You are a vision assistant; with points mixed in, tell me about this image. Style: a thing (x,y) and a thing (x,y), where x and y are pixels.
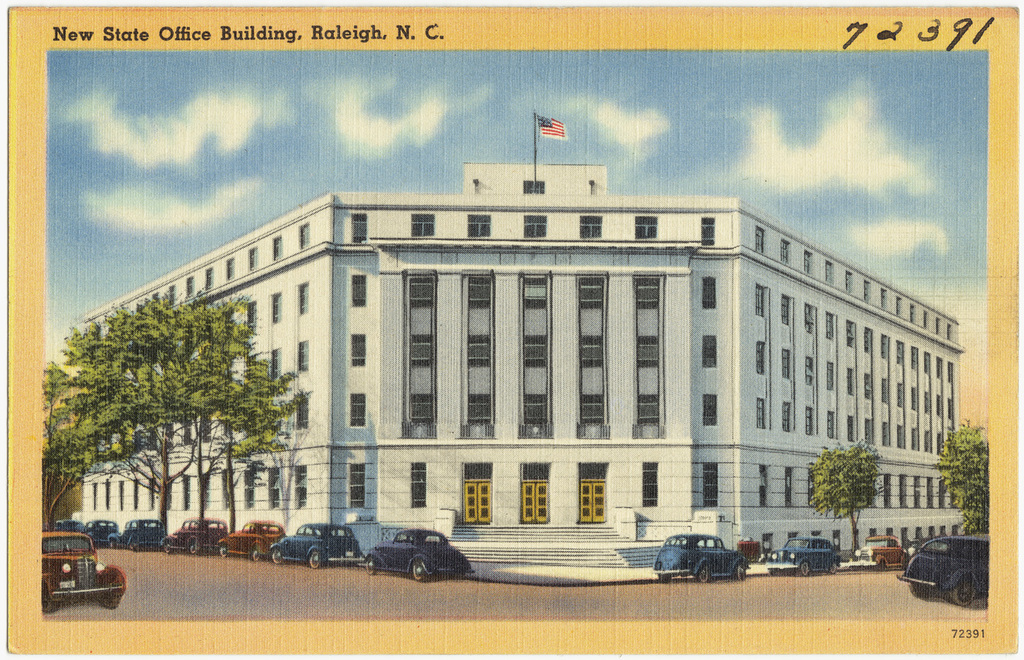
In this picture we can see cars (289,558) on the road (442,596), trees (215,412), building (599,332) with windows (490,464) and doors (541,503), steps (504,528), flag (553,133) and in the background (517,123) we can see sky (520,134) with clouds (888,156).
